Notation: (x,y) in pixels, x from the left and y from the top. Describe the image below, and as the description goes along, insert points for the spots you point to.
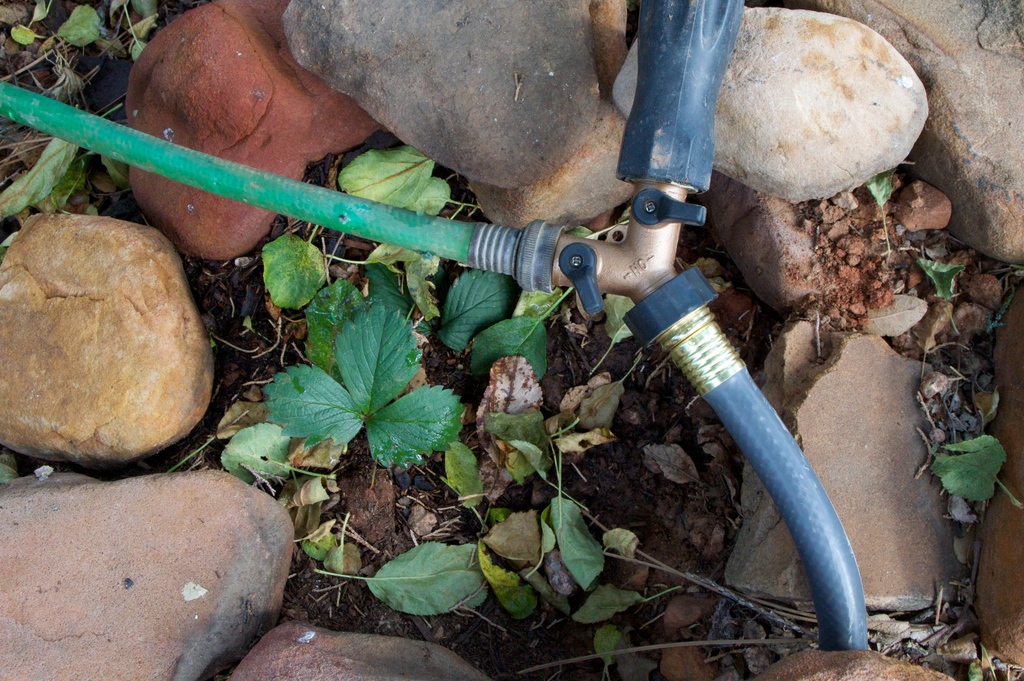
In this picture, we see the tap (651,216) and the pipes (549,287) in green and blue color. At the bottom (417,473), we see the soil (417,541) and leaves (311,450). We even see the stones (498,191).
